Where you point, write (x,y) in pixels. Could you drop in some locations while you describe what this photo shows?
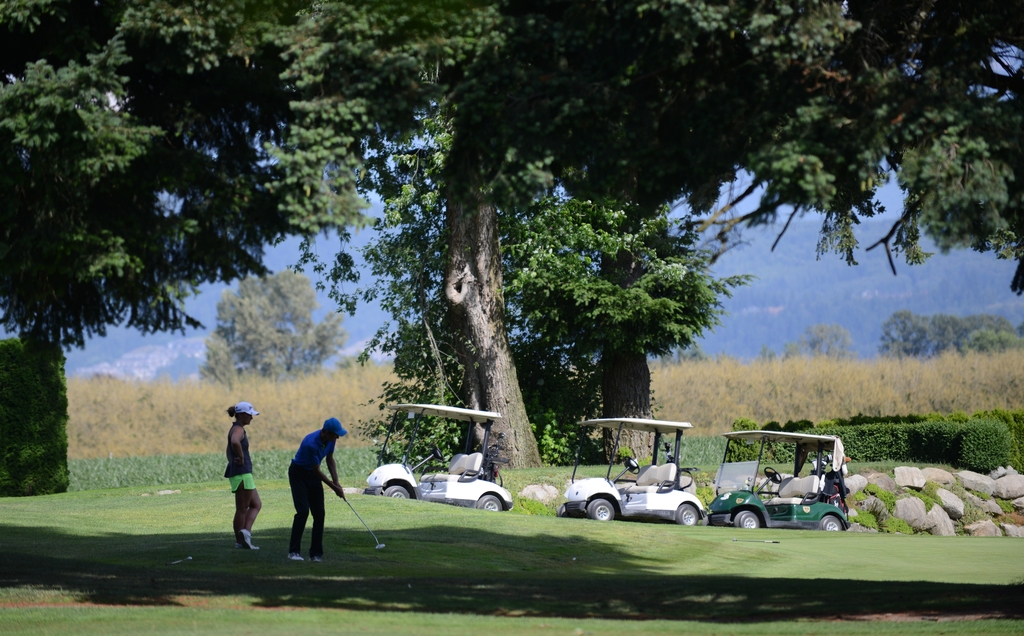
In front of the image there is a person (317,494) holding the stick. Behind him there is another person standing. There are vehicles (601,507). At the bottom of the image (701,589) there is grass (742,590) on the surface (701,589). In the background of the image (10,466) there are bushes (19,463), trees (678,252). At the top of the image (759,201) there is sky (892,162).
